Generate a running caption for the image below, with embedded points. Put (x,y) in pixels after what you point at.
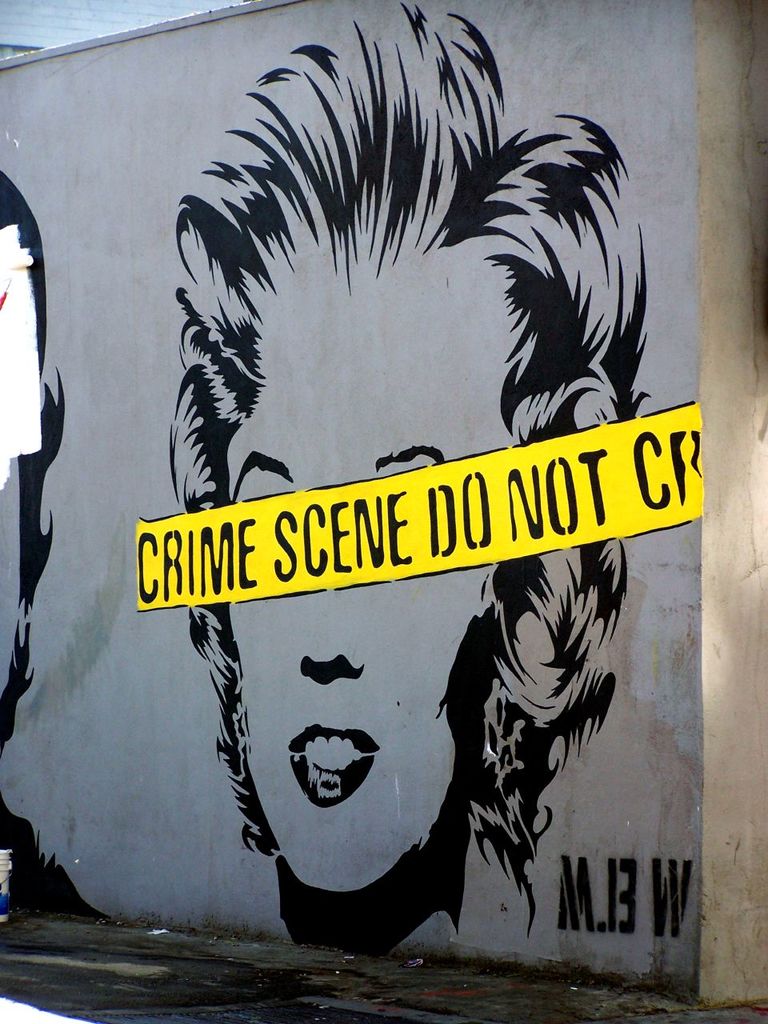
In this picture I can see a painting (271,527) and the text (376,549) on the wall (377,582).
